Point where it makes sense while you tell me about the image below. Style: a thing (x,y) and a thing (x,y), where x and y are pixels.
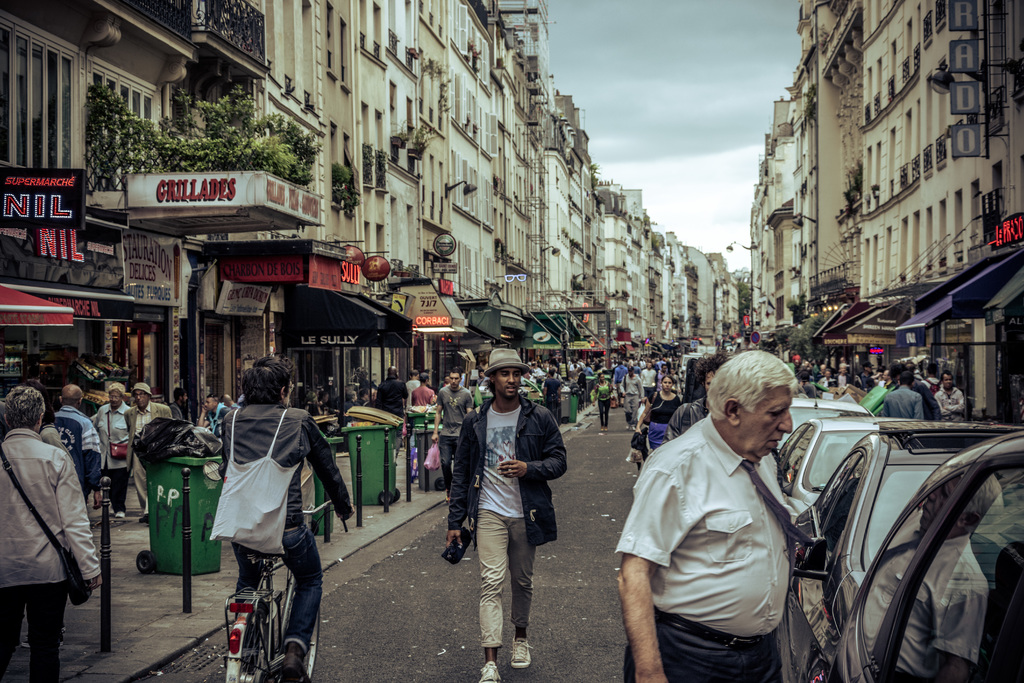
There are two big buildings (770,156) on the opposite side and a road (353,565) in between them in which a crowd (453,418) is walking. And there are so many stalls (243,285) placed on the ground floor (776,333) of the building (590,301) and also few dustbins (200,459) placed. and one man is riding bicycle (264,658) on road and on the other side there are few cars (866,527) parked.
